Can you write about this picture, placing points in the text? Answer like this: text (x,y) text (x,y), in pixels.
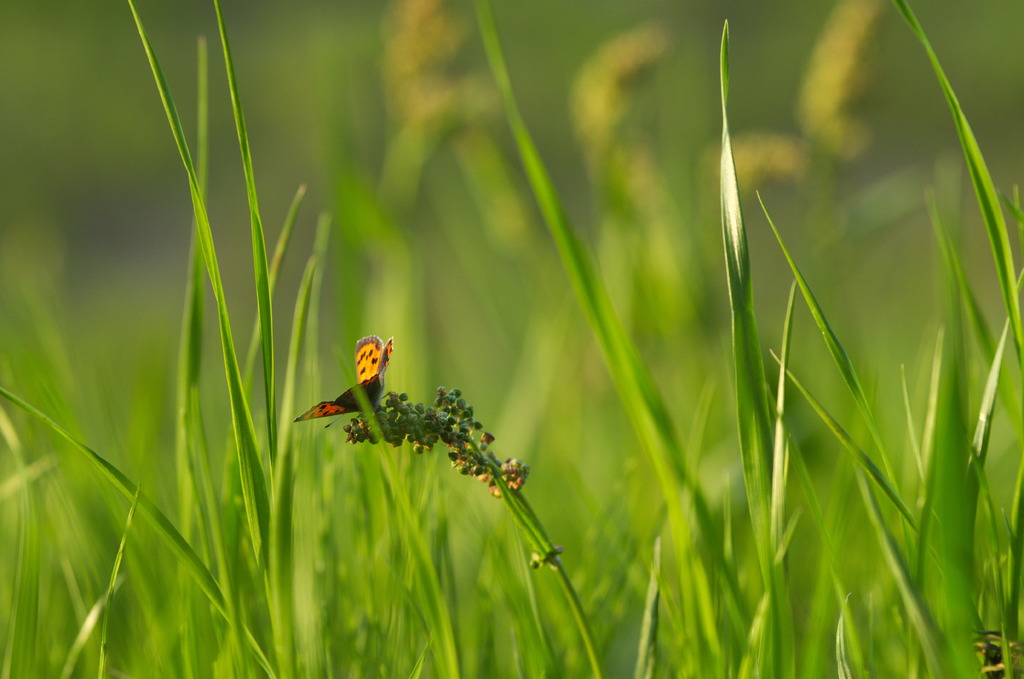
In this picture we can see a butterfly (379,391), plants (485,673) and in the background (477,112) it is blurry.
